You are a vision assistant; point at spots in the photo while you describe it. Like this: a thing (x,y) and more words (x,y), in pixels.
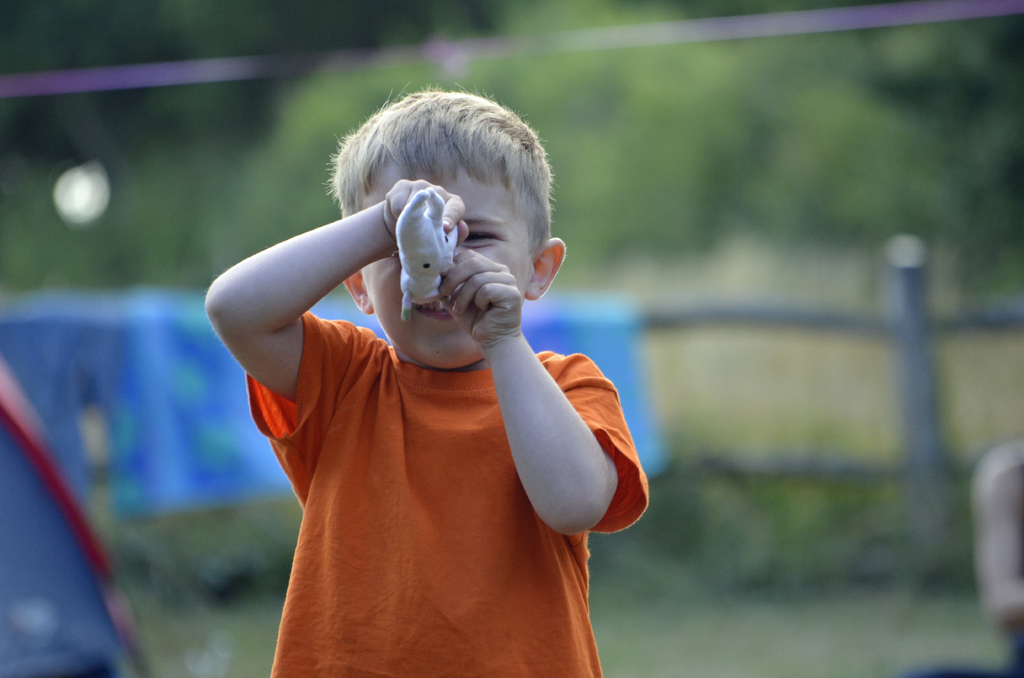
In this picture I can see there is a boy (277,409) standing and holding an object (405,270) in his hands (444,287) and in the background (64,405) there is a blue color object (127,356) and there are some trees (688,120) and plants (843,585).
